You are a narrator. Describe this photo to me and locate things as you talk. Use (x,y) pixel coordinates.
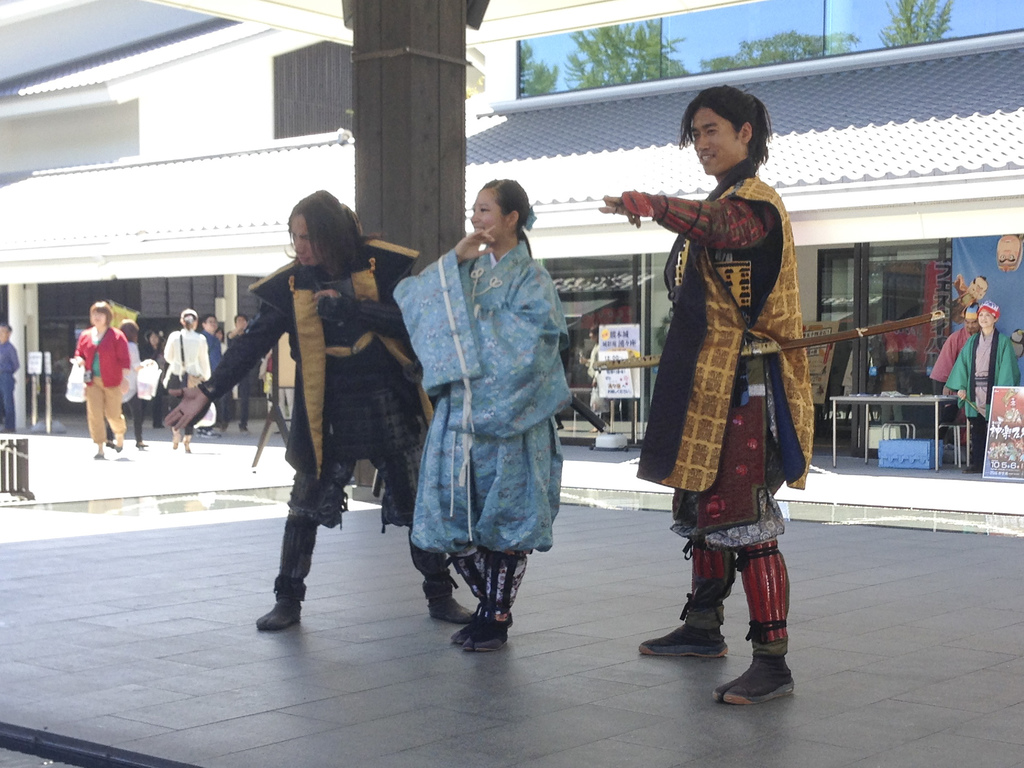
In the image there are three people (489,332) they are performing some activity and behind them there are few stores (596,298) below the compartment (503,85) and many people (210,321) are moving around the stores (239,305) and the climate is sunny.
